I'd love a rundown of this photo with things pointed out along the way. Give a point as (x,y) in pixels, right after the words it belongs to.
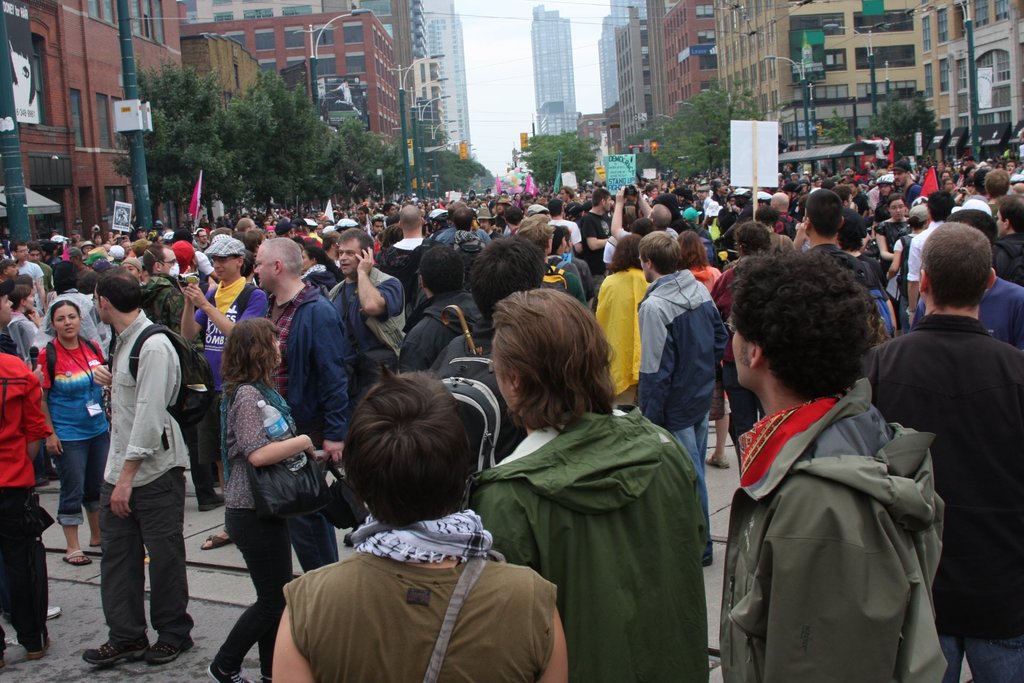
In this image we can see few people (377,313) standing and holding placards (619,177), there are few street lights (126,87), trees (555,157), buildings (862,127) and the sky (596,105) in the background (506,89).
